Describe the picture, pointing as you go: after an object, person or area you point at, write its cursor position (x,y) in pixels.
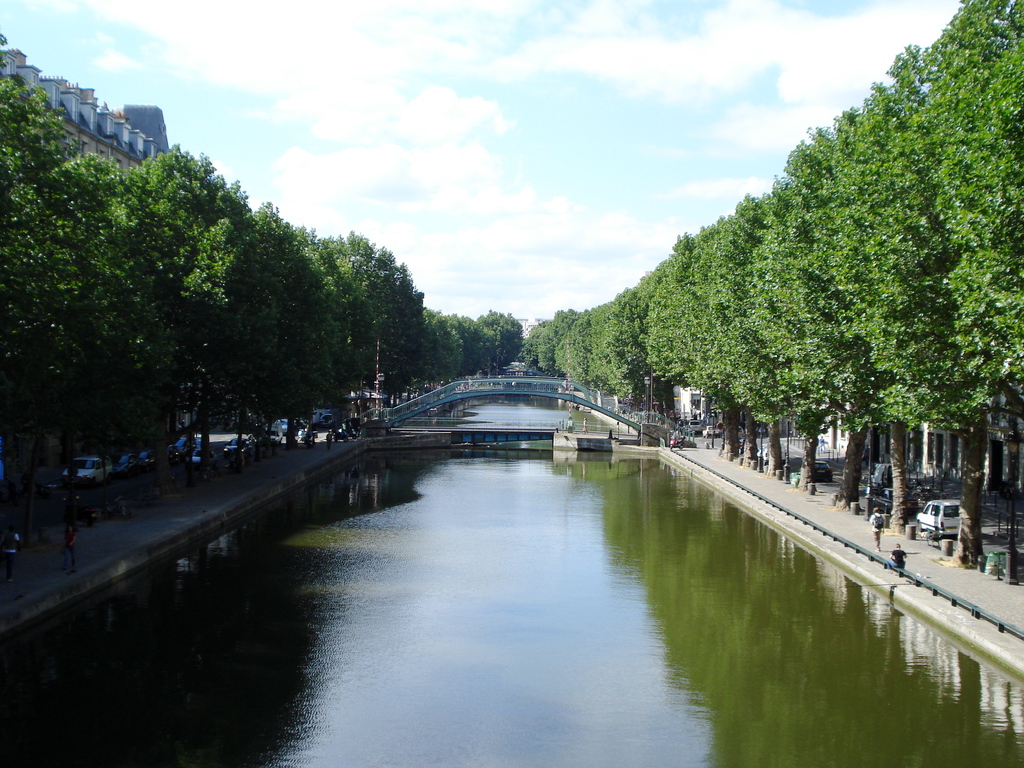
At the bottom of the picture (533,608), we see water (683,569) and this water (616,552) might be in the canal (494,625). In the middle of the picture (567,390), we see the bridge (581,403). On either side of the picture, there are trees (969,405) and vehicles (938,507) are parked. Beside that, we see people (876,536) walking on the road (839,514). There are trees (711,389) and buildings (679,389) in the background (524,338). On the left side (157,110), we see a building (78,136). At the top of the picture (496,56), we see the sky (494,102) and the clouds (695,57).
